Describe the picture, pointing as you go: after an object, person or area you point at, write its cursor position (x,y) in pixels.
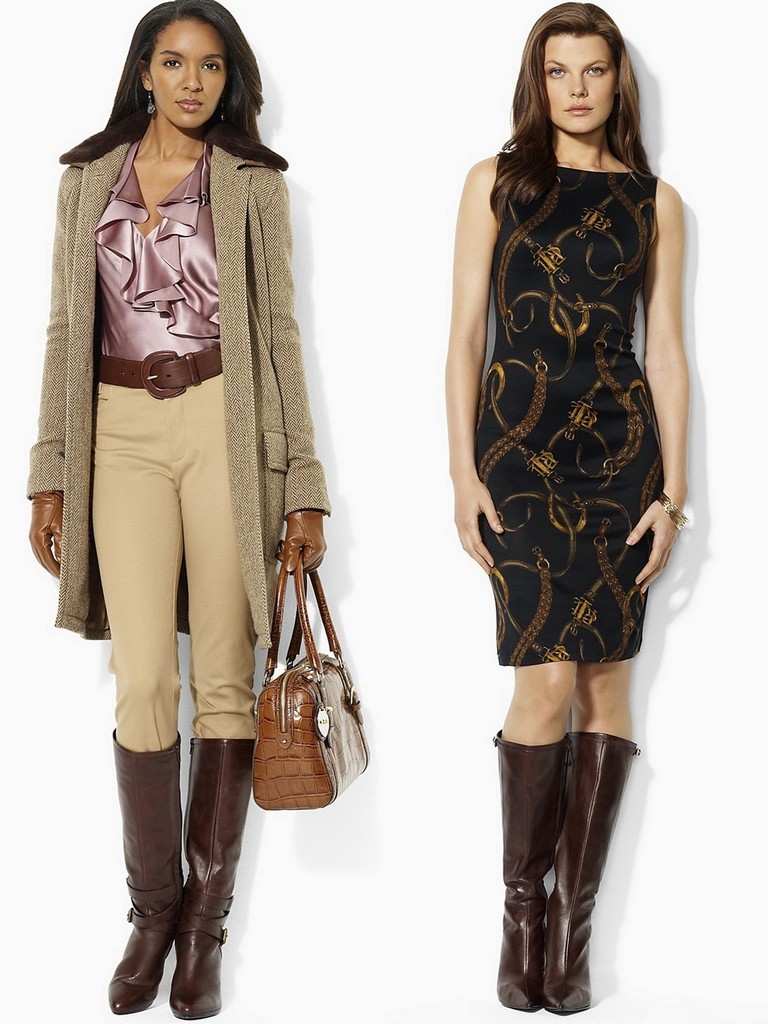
There are two persons (128,232) in this image. Both of them are women (561,201), one is on the right side (523,333) the other one is on the left side (97,386). The one who is on the left side (96,618) is holding a bag (266,721). She is wearing jacket (267,591) the one who is on the right side (589,360) is wearing black dress (522,634). Both of them are wearing boots (207,860).
